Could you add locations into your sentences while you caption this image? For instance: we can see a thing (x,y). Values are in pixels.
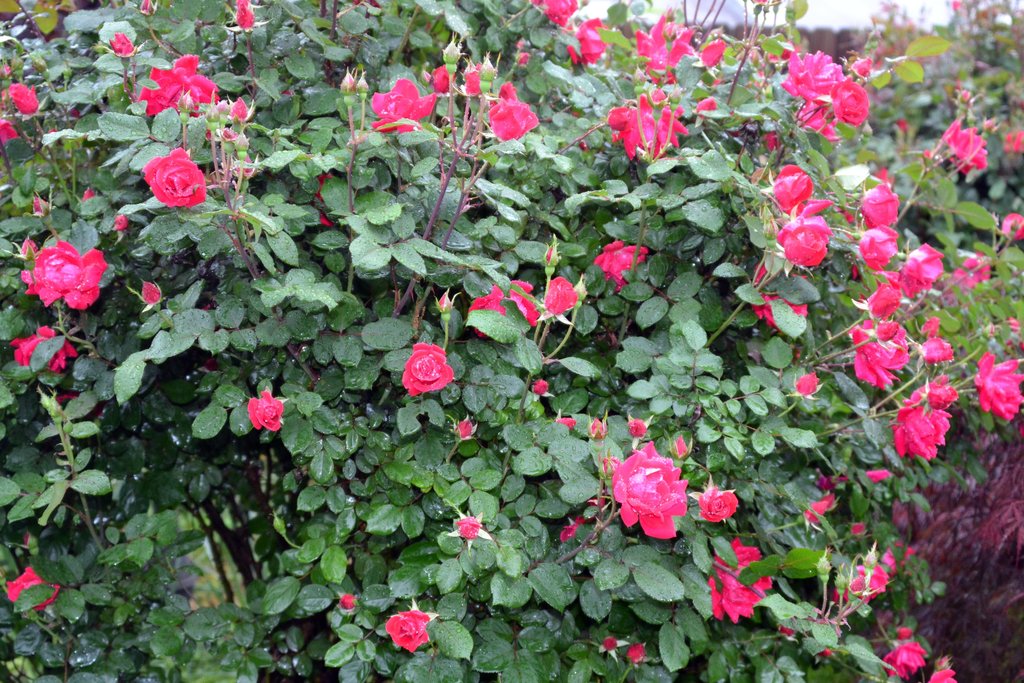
This is a plant (560,243) of green color with red color roses (834,109).
